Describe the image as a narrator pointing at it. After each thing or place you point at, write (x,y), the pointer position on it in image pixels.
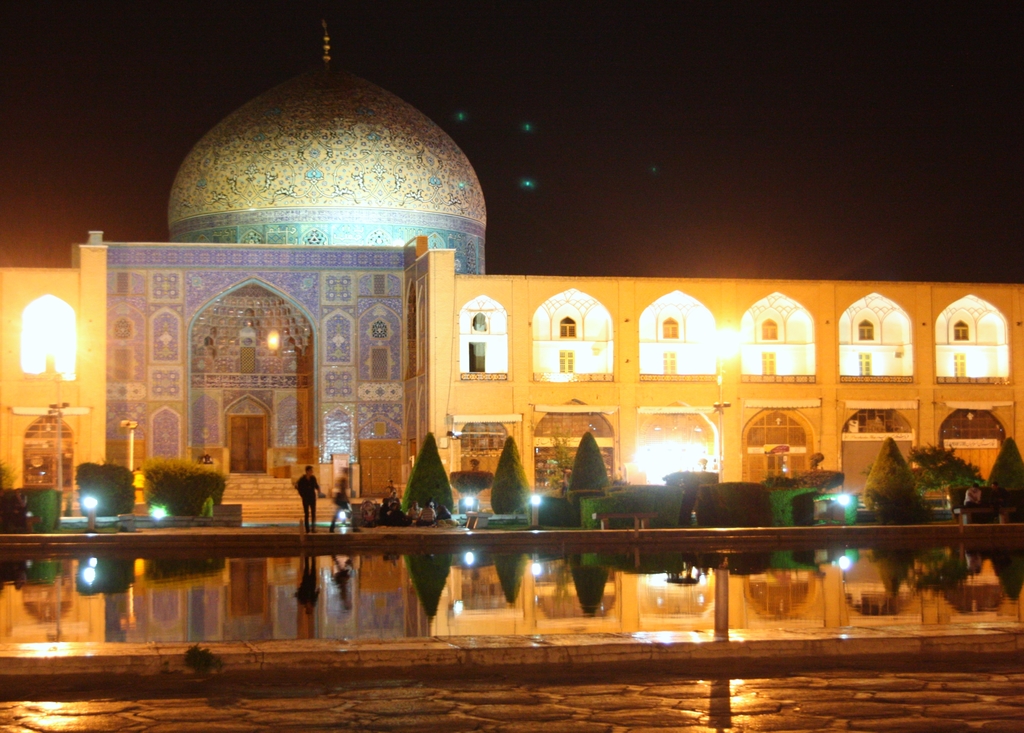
In this image we can see a building (641,365) with windows (868,430), pillars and the staircase (295,505). We can also see a group of plants (604,509), lights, trees (436,492), the water (718,561), poles (723,574) and the pathway (718,714). On the backside (816,190) we can see the sky (545,163).
